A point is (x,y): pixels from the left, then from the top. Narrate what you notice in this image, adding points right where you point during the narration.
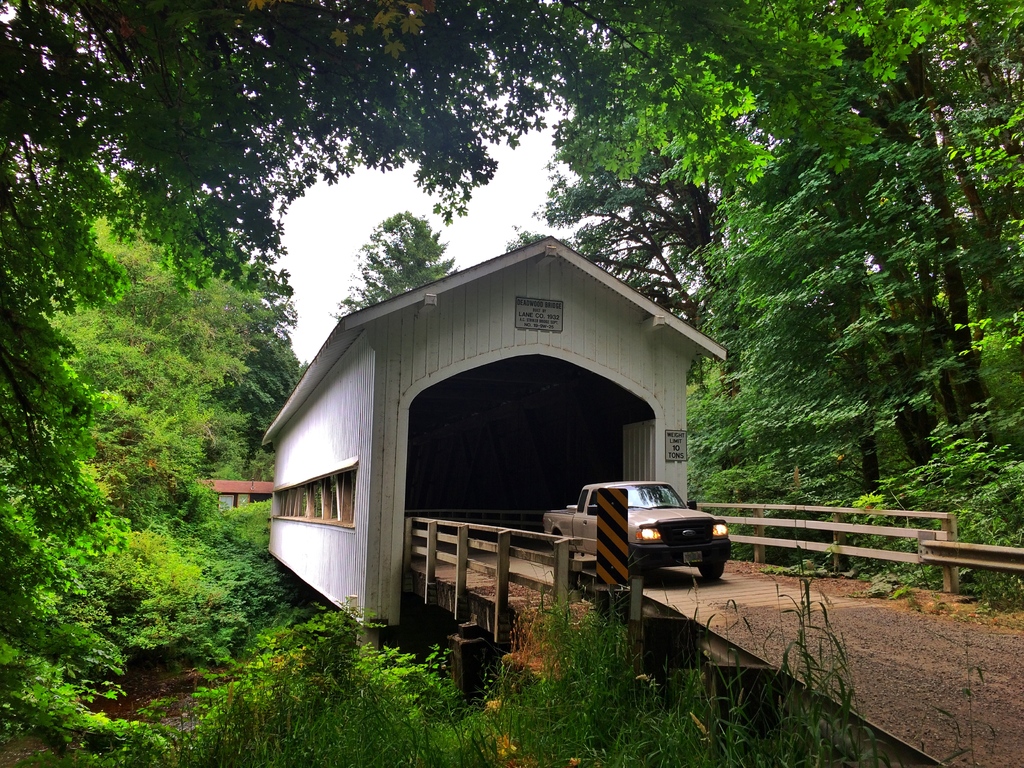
In this picture we can see a car (559,517) on a bridge (713,632) surrounded by trees (400,219) and bushes (24,647).
